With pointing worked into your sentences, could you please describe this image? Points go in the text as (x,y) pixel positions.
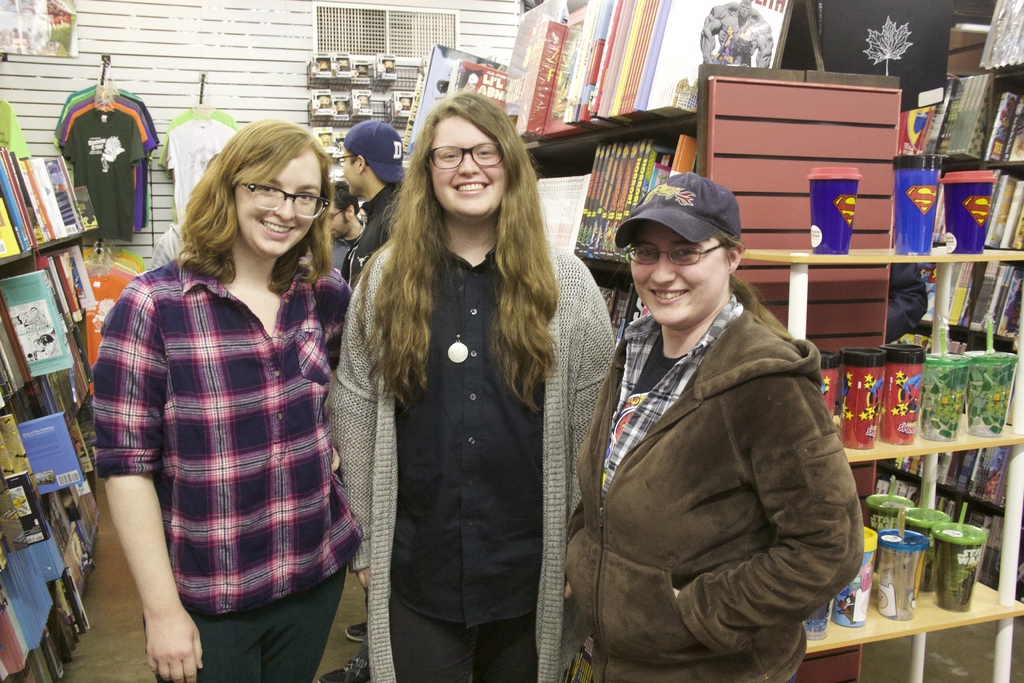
In the center of the image (415,428) we can see three persons (434,390) are standing and they are smiling and they are in different costumes (579,413). In the background (227,39) there is a wall (256,109), shelves (881,444), books (31,207), clothes (173,153), plastic glasses (898,420), few people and a few other objects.
